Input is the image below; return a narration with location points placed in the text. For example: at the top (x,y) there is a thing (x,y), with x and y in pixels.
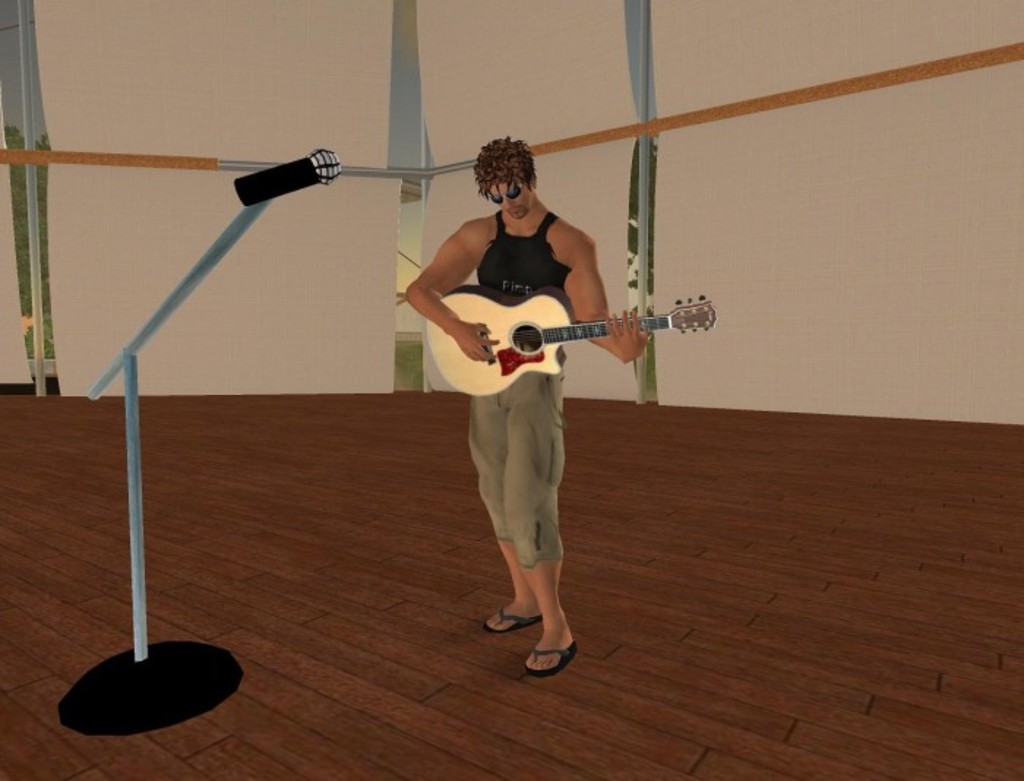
This is cartoon image, there is a man (519,210) standing and playing guitar (442,365), in front of him we can see microphone (279,192) with stand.
